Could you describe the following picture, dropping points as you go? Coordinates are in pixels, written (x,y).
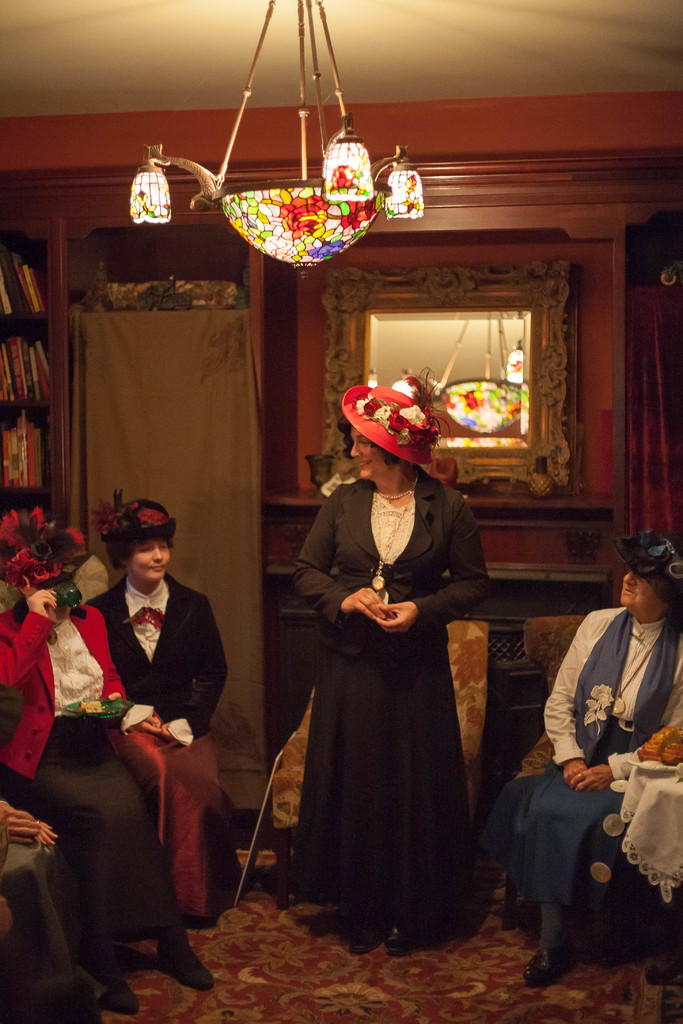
In the middle of the picture (392,521), we see the woman (427,576) is standing. She is wearing a hat (393,437) and a floral crown (385,424). Behind her, we see a chair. Beside her, we see a woman (541,816) is sitting on the chair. On the left side (153,729), we see three women (81,735) are sitting on the chairs (93,575). The woman (93,655) in the red blazer (45,693) is holding a cup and a plate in her hands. In the background (592,303), we see a brown wall (580,344) and a mirror (371,334). Beside that, we see a grey curtain (181,430). Beside that, we see a rack (31,407) in which books (21,270) are placed. At the top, we see the chandelier (302,249).
